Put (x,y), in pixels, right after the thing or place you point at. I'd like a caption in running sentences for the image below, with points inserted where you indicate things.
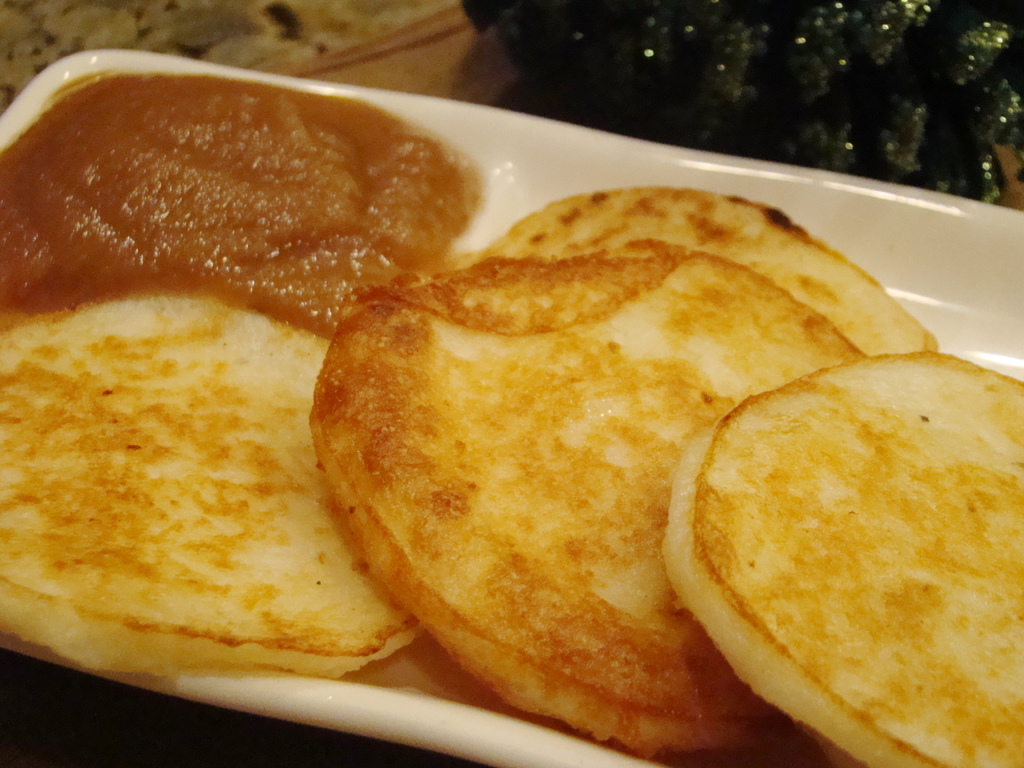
This image consists of a plate (877,185) in which I can see some food items (544,454). On the top of the image (717,48) there is a green color cloth (828,40).
